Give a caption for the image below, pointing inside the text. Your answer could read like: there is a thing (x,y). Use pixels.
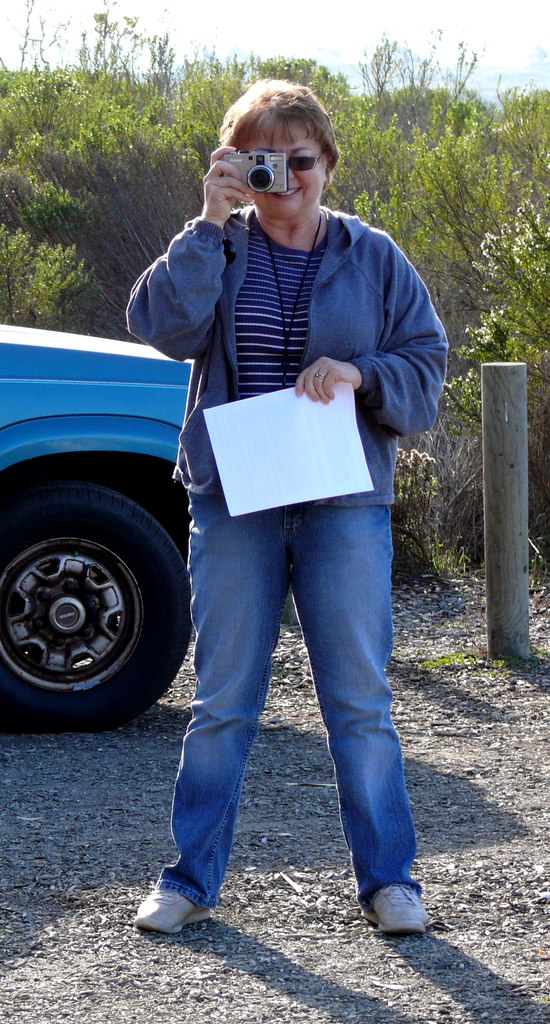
In this picture we can see a woman (343,547) is standing and holding a paper (308,413) and a camera (283,163), on the left side (144,536) there is a vehicle (41,553), at the bottom (414,1006) there are some stones (473,803), in the background (413,175) we can see trees (109,125), there is the sky (254,9) at the top of the picture (267,26).
